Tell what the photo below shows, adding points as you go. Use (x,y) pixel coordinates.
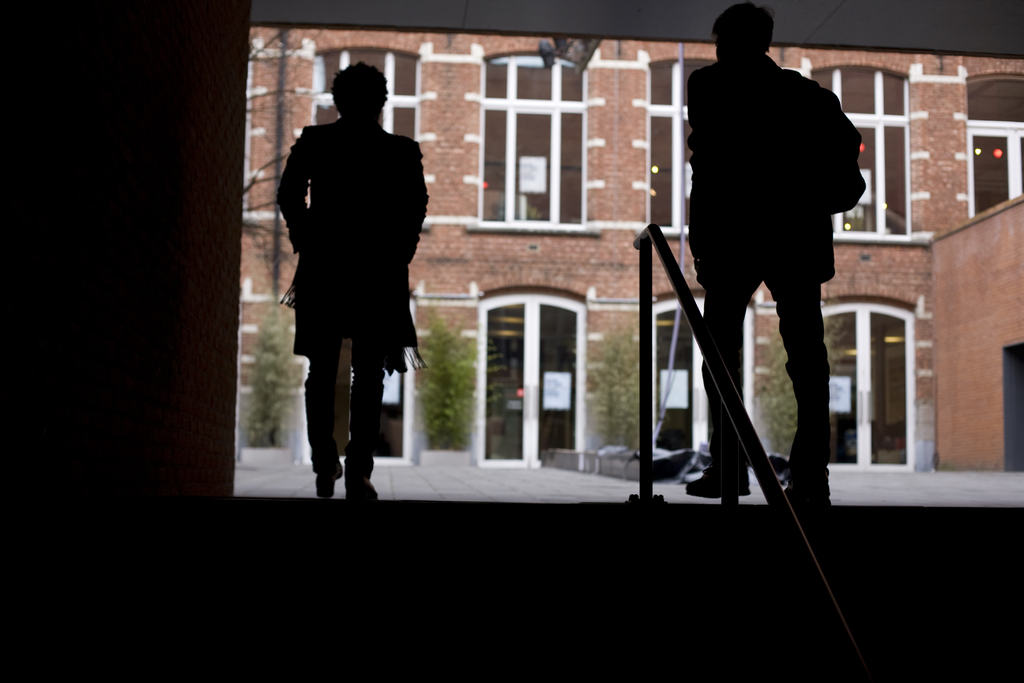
In this picture, we see two people (365,326) are walking on the road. In between them, we see a railing (648,347). In the background (580,239), we see a building (573,204) which is made up of red colored bricks (511,234). It has doors (562,341) and windows (532,208). We see the trees (452,376).
